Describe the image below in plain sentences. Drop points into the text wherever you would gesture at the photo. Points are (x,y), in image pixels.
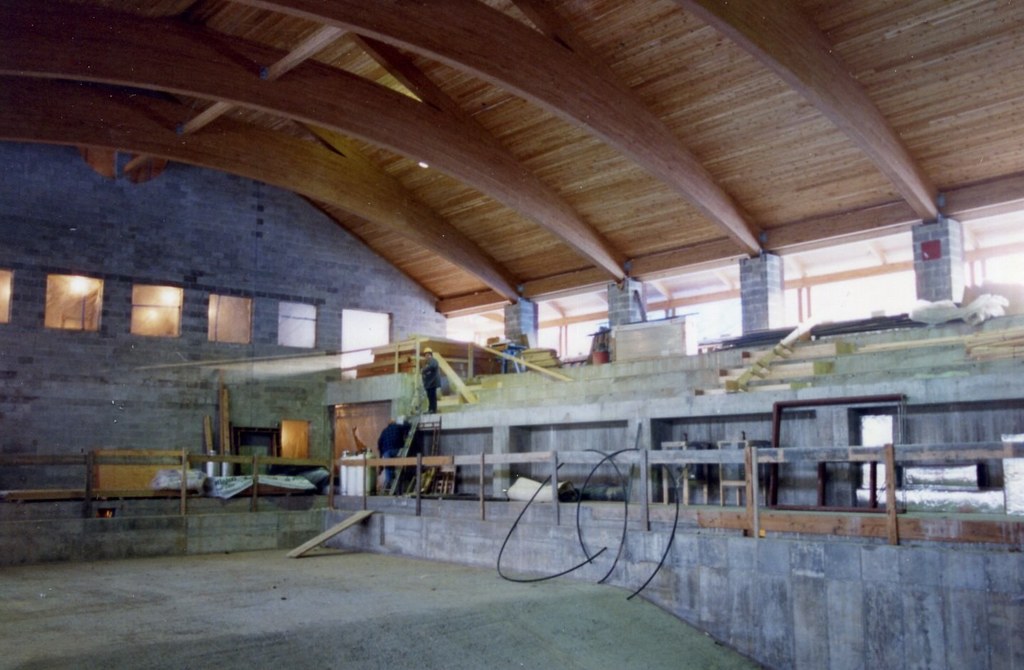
This is an inside view of a hall (320,494), where there is a wooden roof (566,197), some other items (284,478) and a person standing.
